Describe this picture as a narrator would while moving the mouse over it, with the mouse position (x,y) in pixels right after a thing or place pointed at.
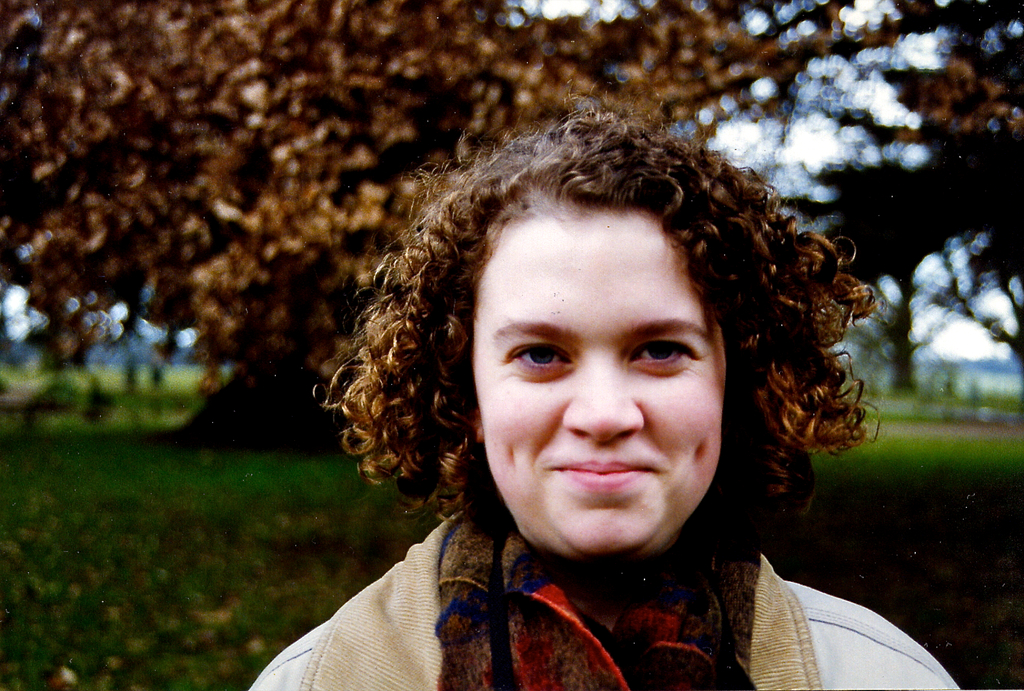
In this image we can see a woman (620,598) wearing beige color jacket (907,666) and scarf (478,602) and in the background of the image (389,161) there are some trees (72,316).
